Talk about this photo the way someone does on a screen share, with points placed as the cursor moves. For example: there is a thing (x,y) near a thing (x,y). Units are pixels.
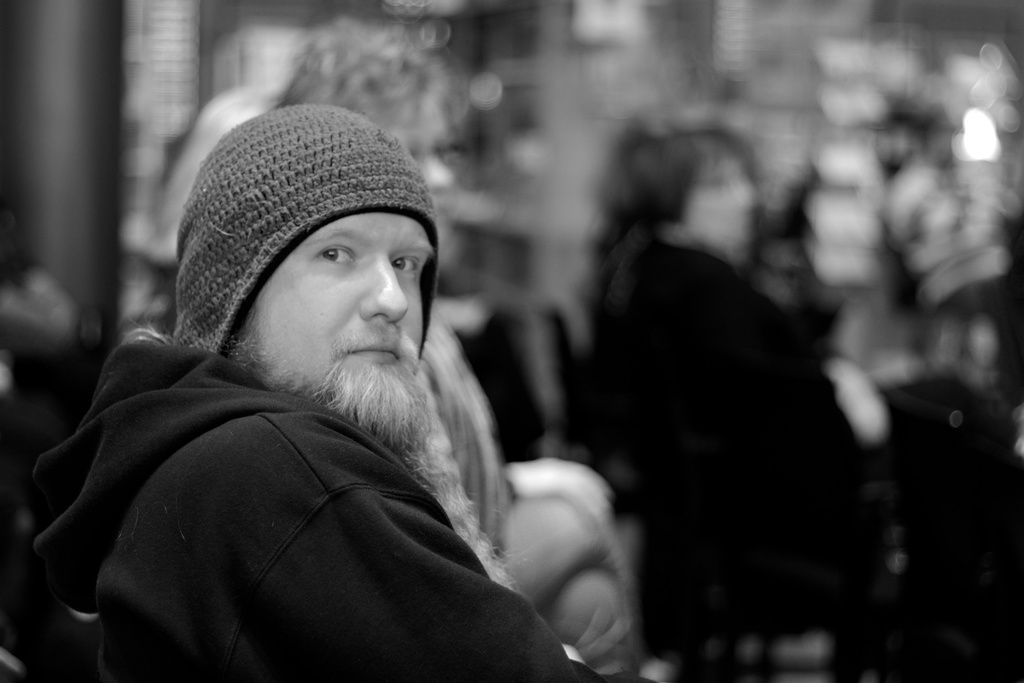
This is a black and white image. This person (472,563) wore a cap (268,170) and a jerkin (255,548). There are two people (534,477) sitting. The background (457,155) looks blurry.
